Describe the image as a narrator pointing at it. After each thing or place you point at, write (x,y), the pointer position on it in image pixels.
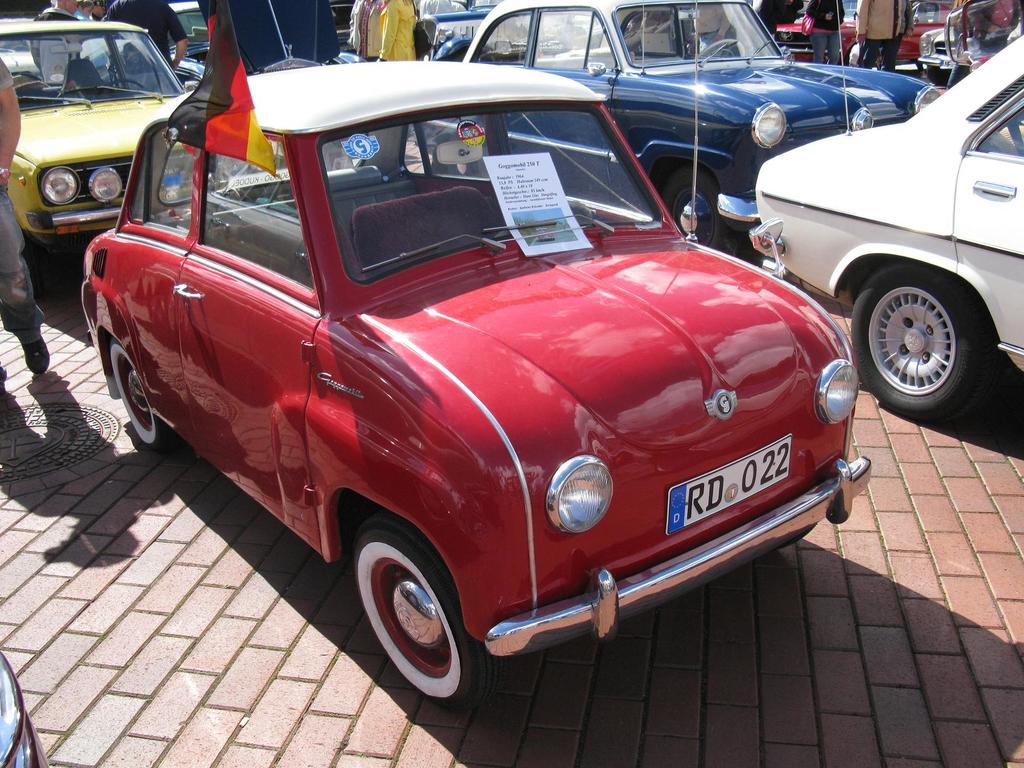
In this picture, we see cars (618,251) parked on the pavement (57,340). These cars (297,494) are in red, blue, yellow and white color. In front of the picture, we see a flag (208,111) in red, black and yellow color. In between the cars (336,54), we see people (158,15) are standing. In the right top of the picture (774,13), we see people (786,16) are standing. On the red car (329,84), we see a paper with some text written on it. It is a sunny day.
